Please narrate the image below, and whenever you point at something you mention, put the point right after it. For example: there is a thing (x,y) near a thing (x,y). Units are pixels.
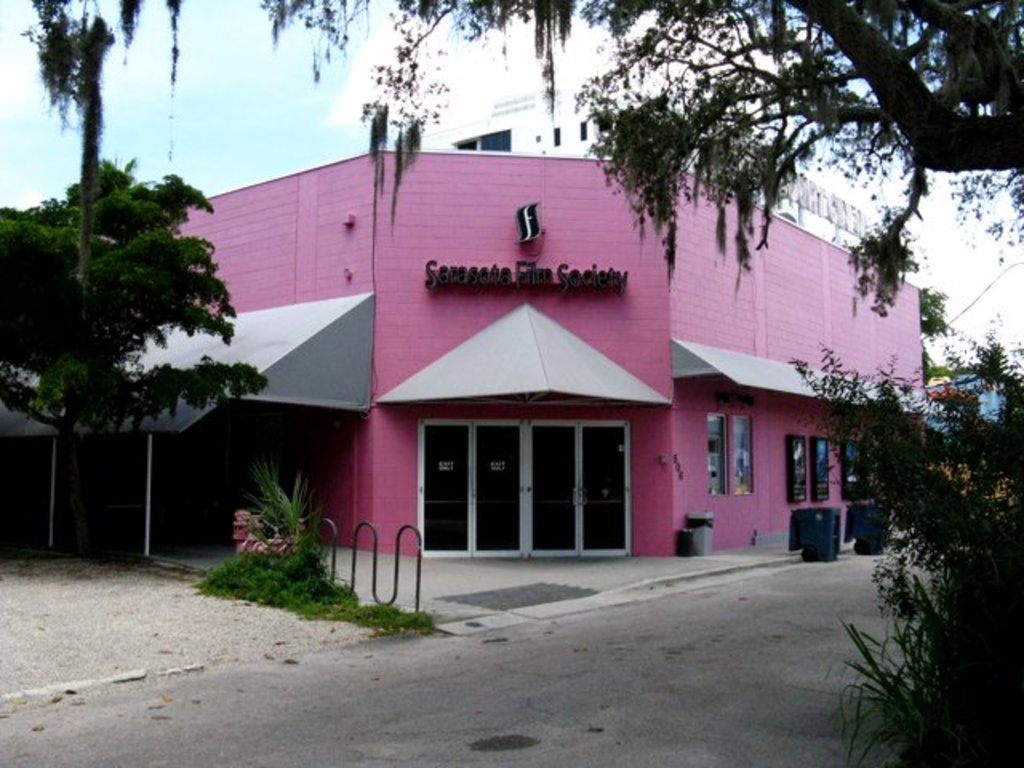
In this image there are buildings (484,258) and we can see trees (97,244). There is grass (379,620) and we can see doors (536,478). There are boards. In the background (242,109) there is sky (268,118).
